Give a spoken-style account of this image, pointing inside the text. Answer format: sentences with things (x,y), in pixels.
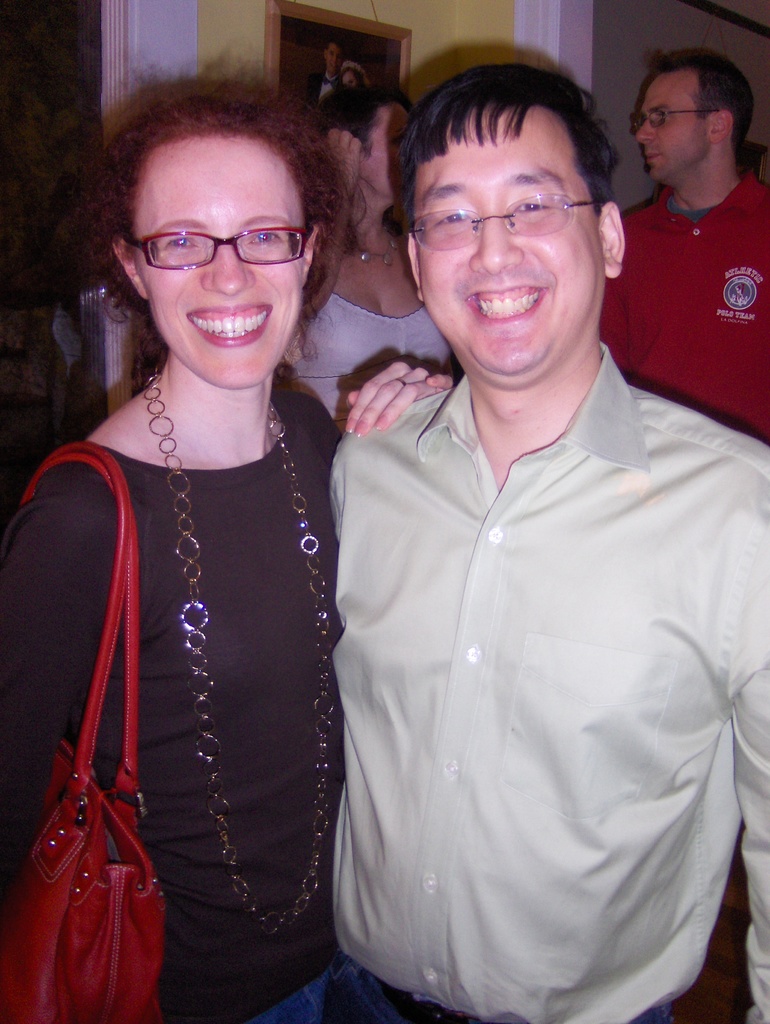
These persons (358,433) are standing and these two persons (377,376) are smiling and wear glasses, this person (174,877) wear bag (81,900). On the background (498,24) we can see wall (410,13), frame (337,60).
